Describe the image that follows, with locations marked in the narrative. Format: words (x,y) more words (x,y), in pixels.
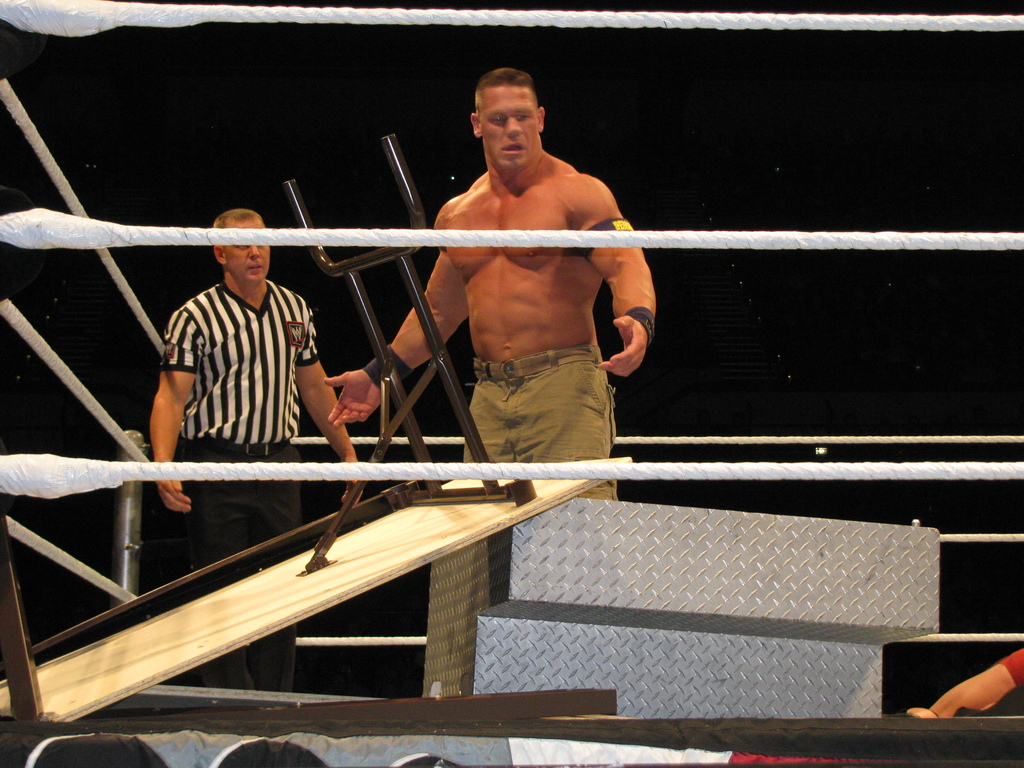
In this image we can see a boxing court (1015,728). In the boxing court (1015,728), we can see a table (365,538), stairs (555,533) and three people (1018,683). The background (832,128) is dark.
